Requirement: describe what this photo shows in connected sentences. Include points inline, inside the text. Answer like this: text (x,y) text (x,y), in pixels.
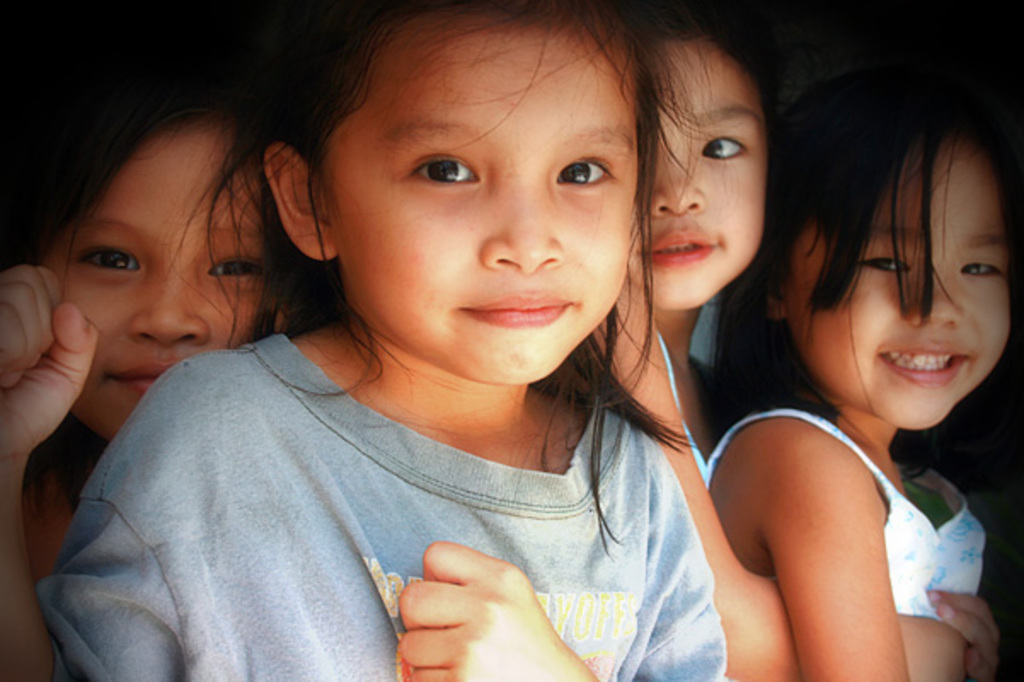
In front of the picture, we see a girl (460,438) is wearing the grey T-shirt (429,483). She is smiling and she might be posing for the photo. Behind her, we see three girls (722,328) and they are smiling. At the top (43,30), it is black in color. This might be an edited image.
